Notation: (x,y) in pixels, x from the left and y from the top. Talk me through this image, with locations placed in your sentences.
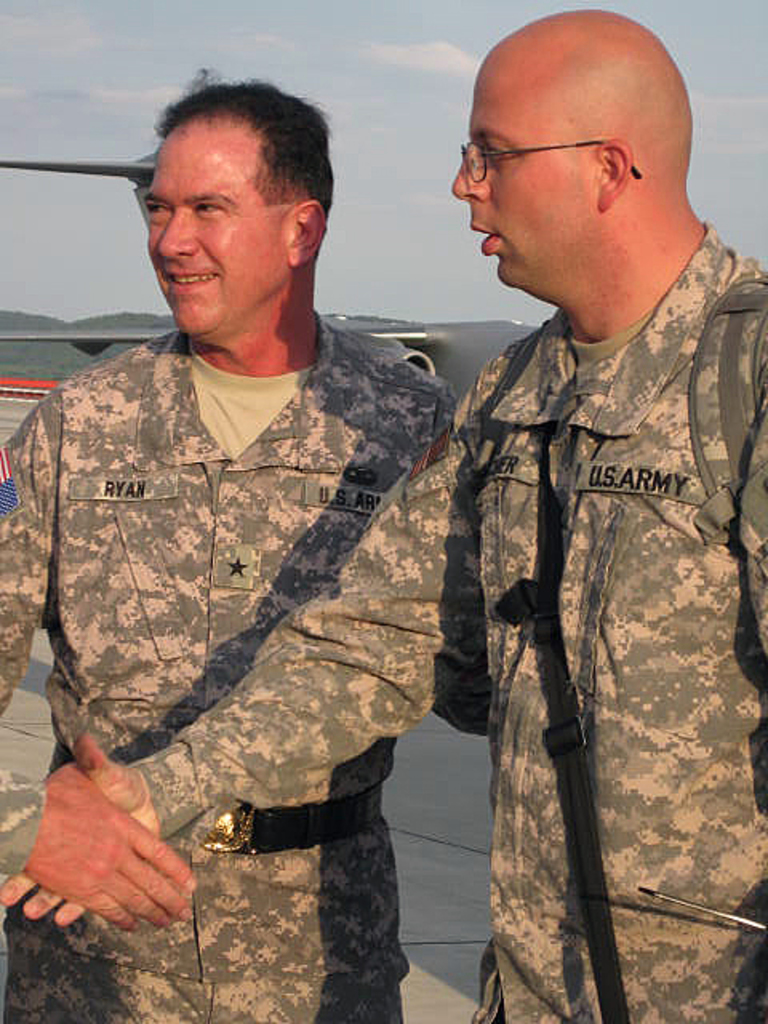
In the image there are two army soldiers (381,463) and the first soldier (480,514) is shaking hand (75,800) with another soldier (20,814), only the hand (59,835) of the other soldier (41,824) is visible in the image, in the background (78,333) it looks like there is a flight (92,340) and behind that there are mountains (38,342).
